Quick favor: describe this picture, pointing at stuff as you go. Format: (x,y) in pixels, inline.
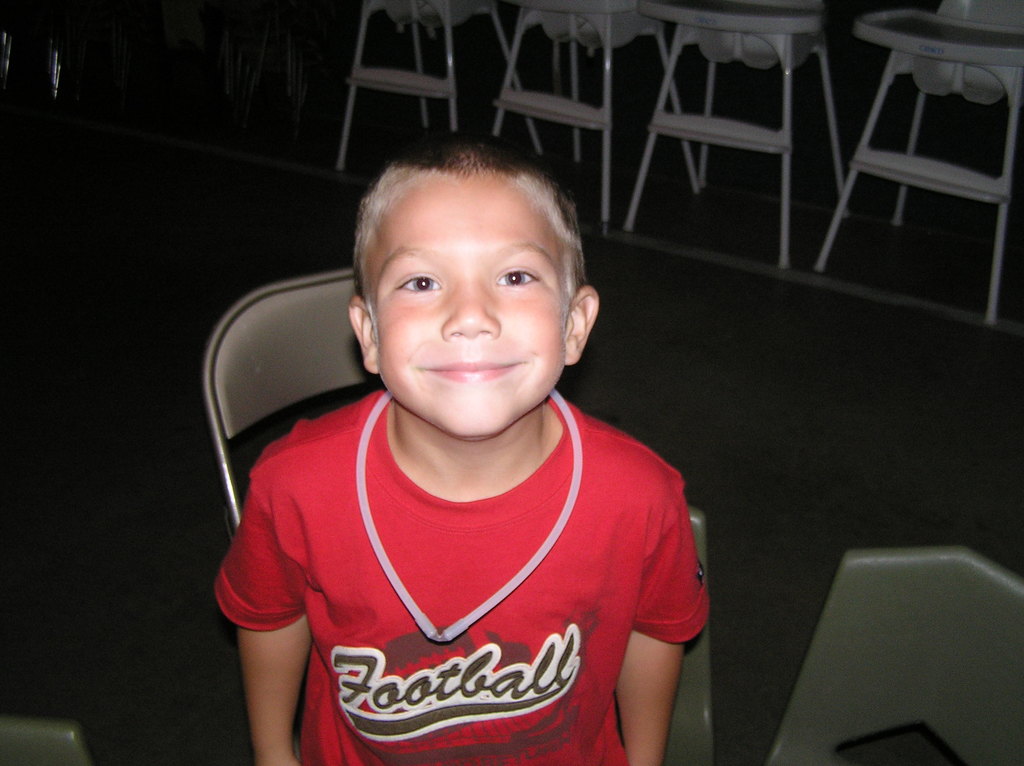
In this picture there who is a boy (525,468) standing and smiling. There is a chair (216,344).
